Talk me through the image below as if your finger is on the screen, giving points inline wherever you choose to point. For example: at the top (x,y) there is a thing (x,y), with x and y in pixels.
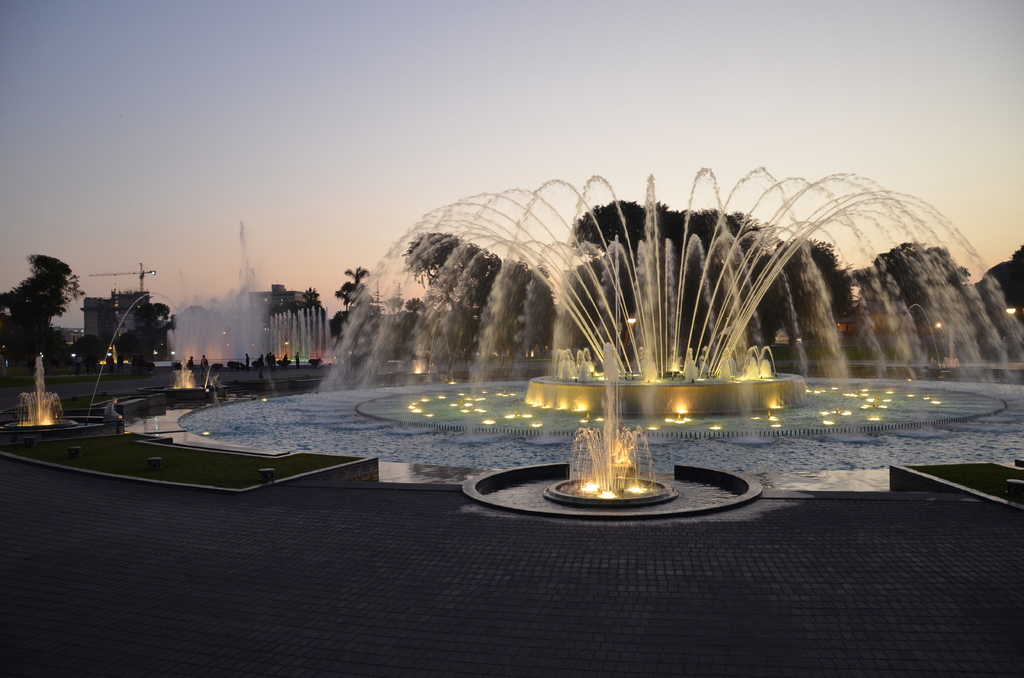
In this image we can see some water fountains (716,428), trees (140,337), plants (151,358), buildings (134,295), lights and grass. In the background (307,17), we can see the sky (340,177).
